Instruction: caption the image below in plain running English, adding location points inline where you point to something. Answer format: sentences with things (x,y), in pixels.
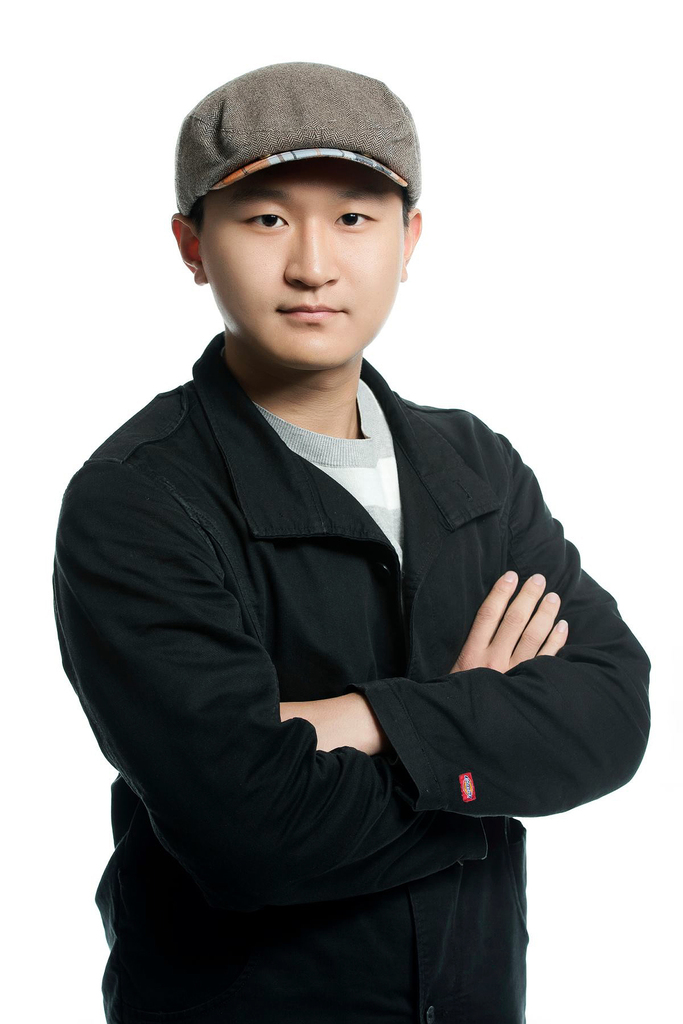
In the image there is a person (278,746) standing and posing for the photo.
